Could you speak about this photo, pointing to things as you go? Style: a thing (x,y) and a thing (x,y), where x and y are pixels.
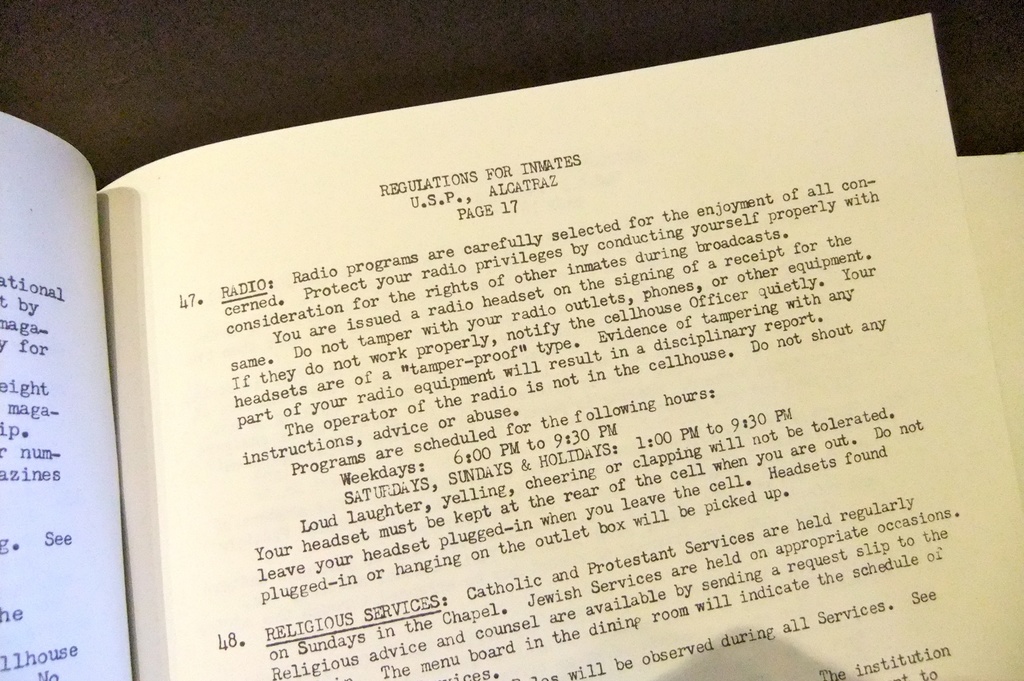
In this picture we can see the pages (812,483) of a book (145,304) with matter (712,242) printed on it.
